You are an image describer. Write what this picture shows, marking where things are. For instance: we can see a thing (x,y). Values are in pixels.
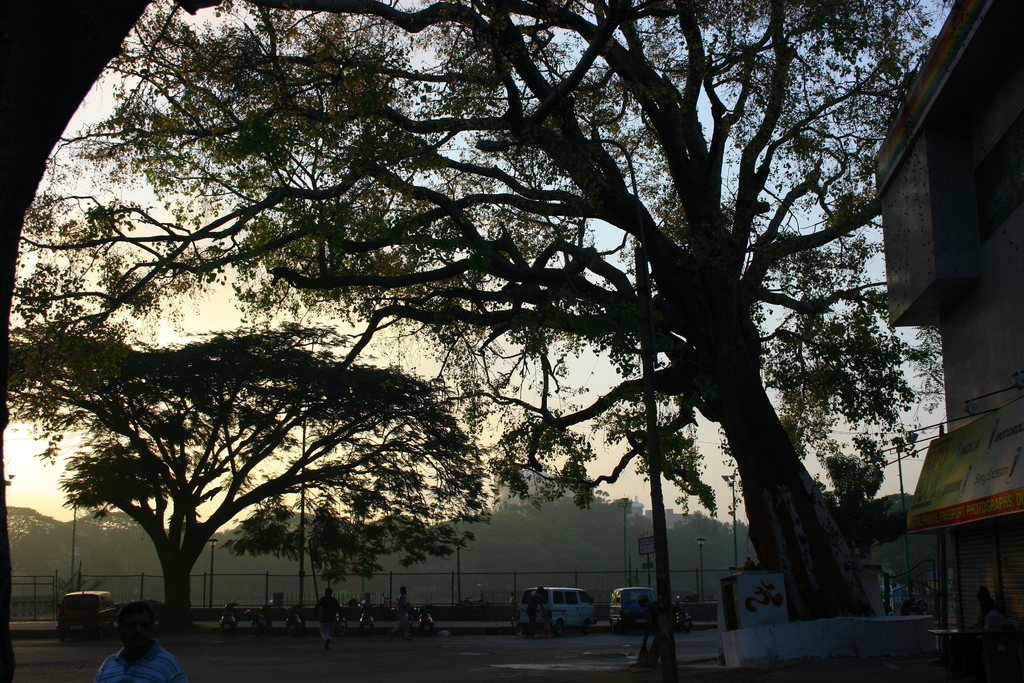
In this image I can see the group of people (333,629) with different color dresses (546,607). To the side I can see the vehicles (556,610). To the right (951,234) there is a building (954,395). In the background (452,481) I can see the railing (394,577), many trees (465,291) and the sky (600,474).
